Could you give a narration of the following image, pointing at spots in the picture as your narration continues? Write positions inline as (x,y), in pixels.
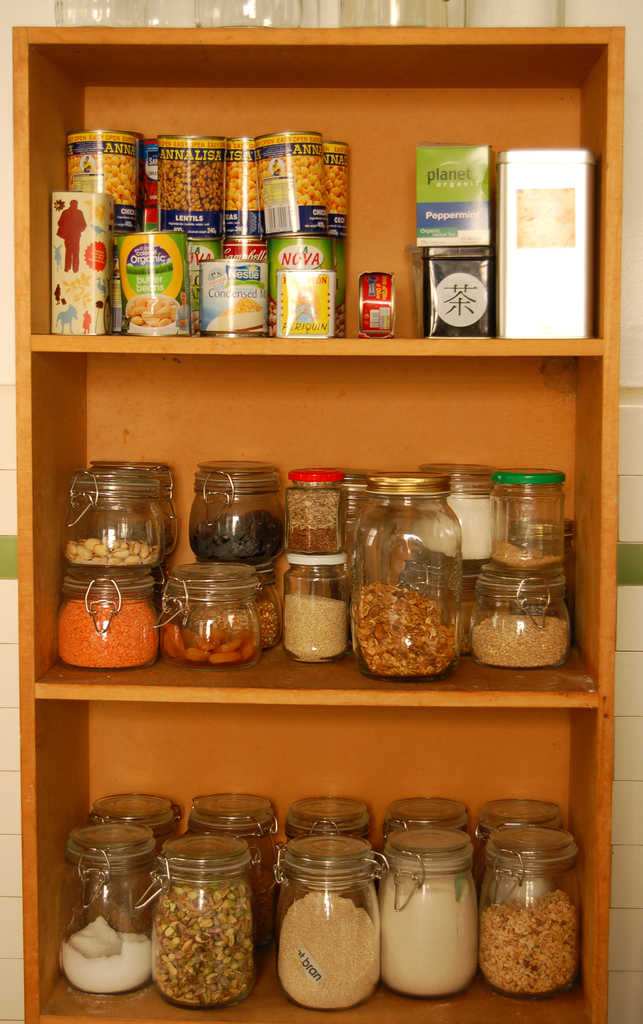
In this image I can see the containers (198,923) in the shelf (359,745).
